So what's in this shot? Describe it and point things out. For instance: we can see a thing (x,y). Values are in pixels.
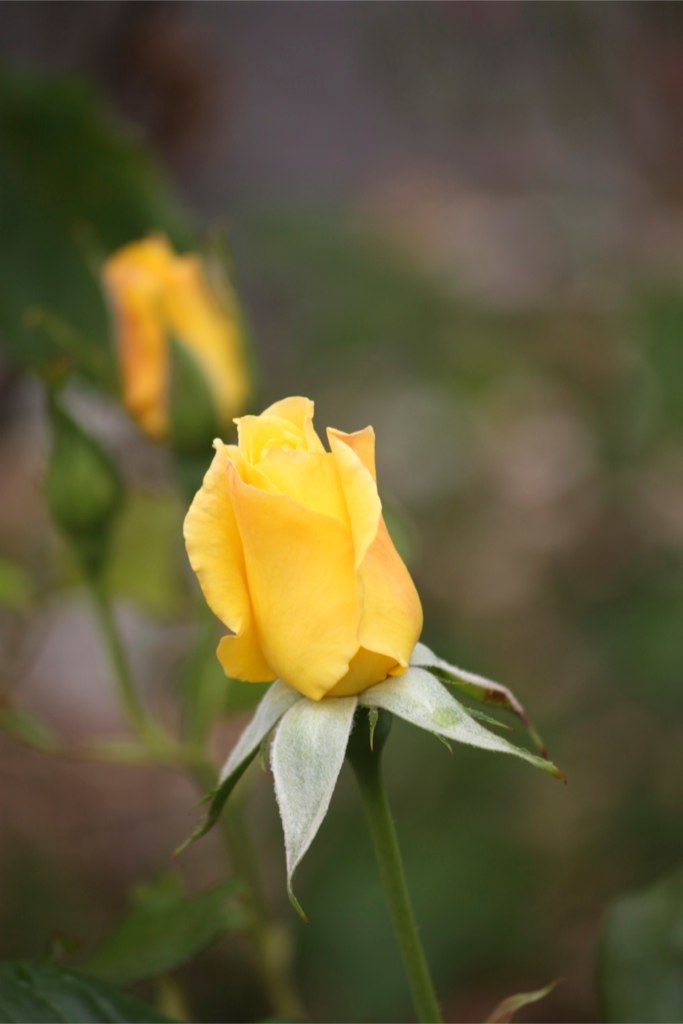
In the center of the image (311,632) we can see rose flowers (130,344), buds (65,477), leaves (134,538) are there. In the background (393,223) the image is blur.
